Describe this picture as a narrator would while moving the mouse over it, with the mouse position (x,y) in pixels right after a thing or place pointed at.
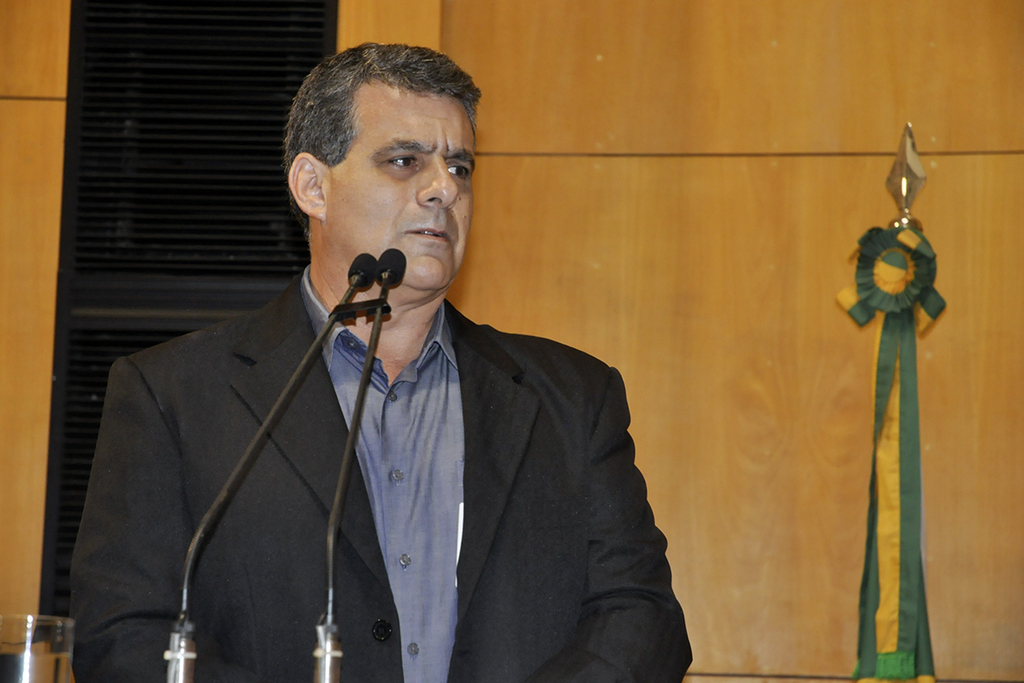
In the image we can see a man (454,458) wearing a blazer (545,514) and shirt (392,493). These are the microphones (350,436), glass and wooden wall (627,236).
